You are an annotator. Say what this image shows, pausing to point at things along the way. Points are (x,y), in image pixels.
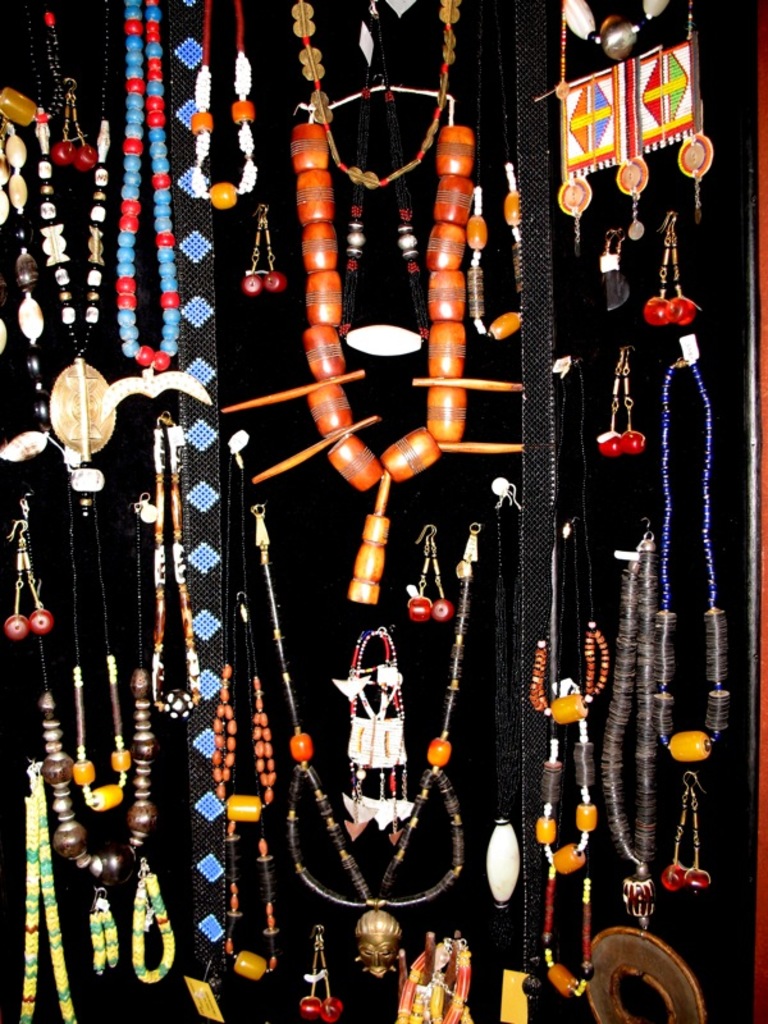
In the picture we can see some ornaments (11,628) of different types.
